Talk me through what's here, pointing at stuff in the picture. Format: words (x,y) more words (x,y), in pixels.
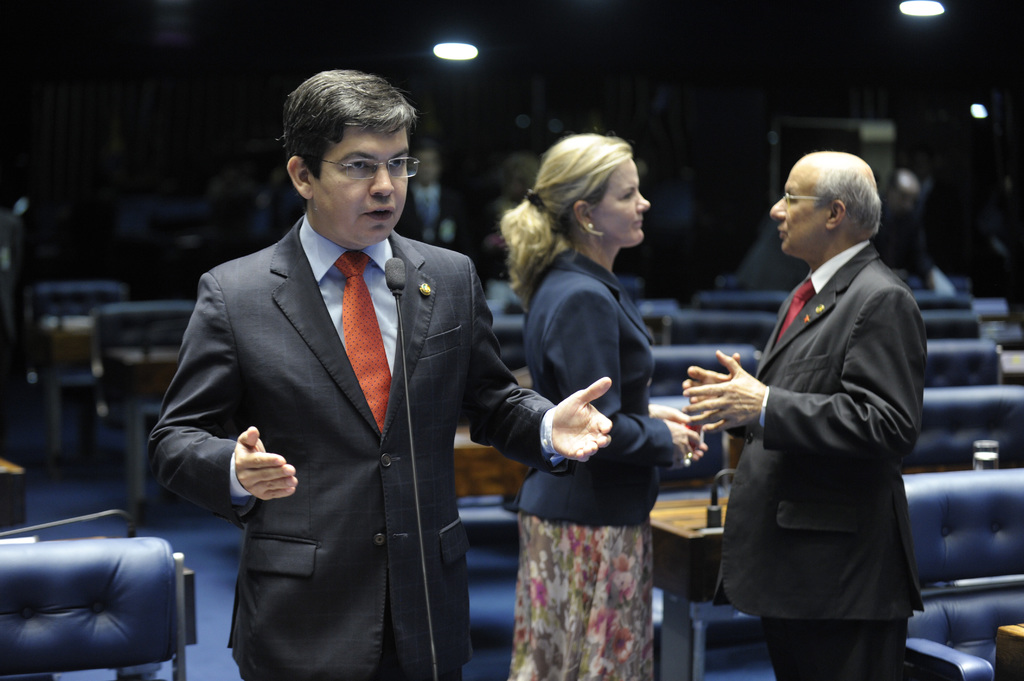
In this picture we can see three persons (874,269) where man (356,235) in front (306,286) talking on mic (428,595) and beside to him man (822,249) and woman (582,224) are talking to each other and in background (503,332) we can see seats (701,473), some person (448,189), lights (457,55) and it is dark.
